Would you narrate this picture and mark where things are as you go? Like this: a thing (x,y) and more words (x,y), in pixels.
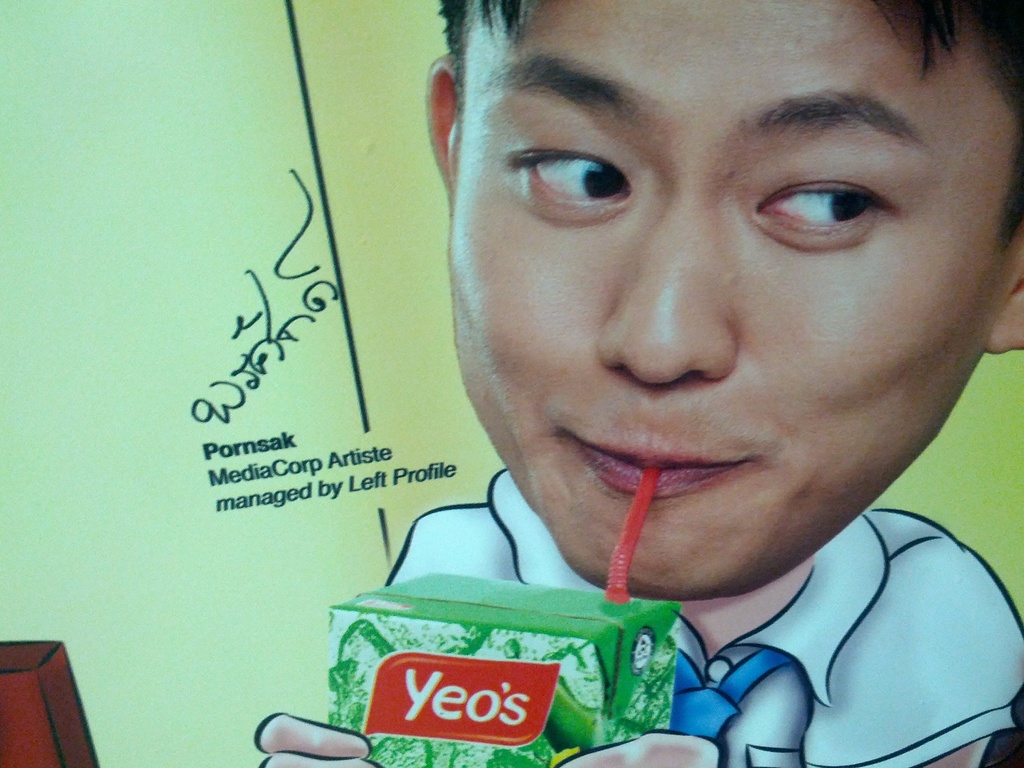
In this image we can see a poster (487,324), on the poster (470,330), we can see a person (555,267) holding a tetra pack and drinking with a straw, also we can see some text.
